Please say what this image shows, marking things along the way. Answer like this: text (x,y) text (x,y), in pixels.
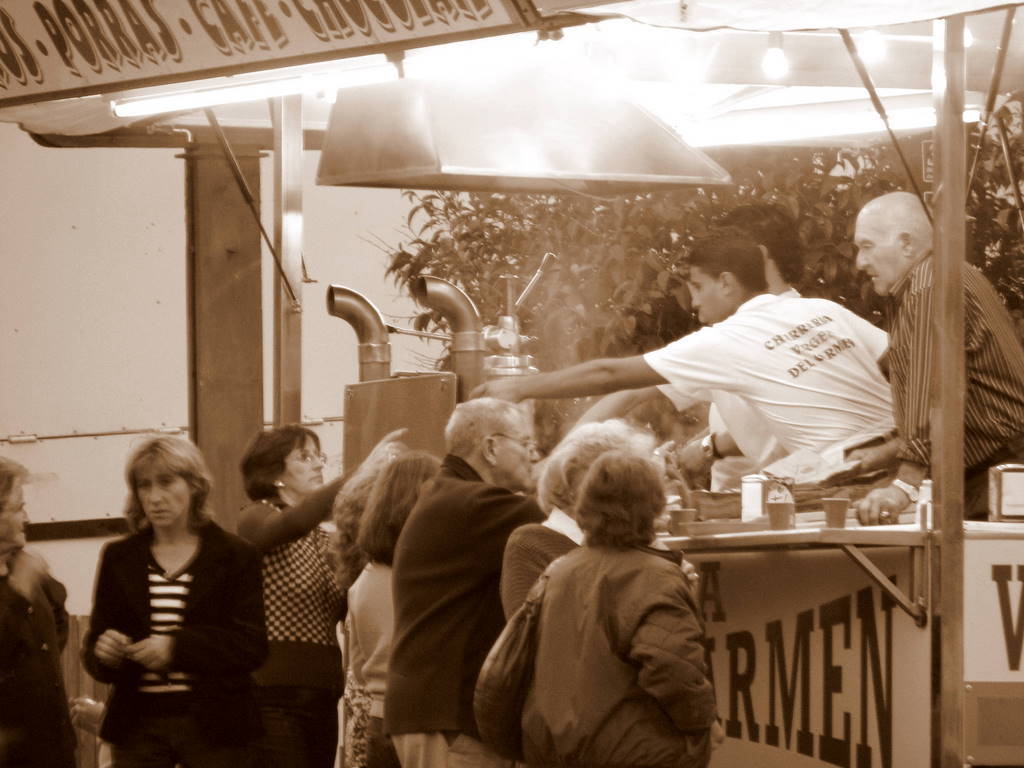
In the foreground of this image (281,617), on the bottom (250,623), there are persons (492,633) standing near a stall (871,640) in which there are three men (734,350) standing. On the desk (822,522), there are few glasses (838,522). On the top (50,68), there is a board (313,25) and lights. In the background (440,367), it seems like boilers (468,351), trees (613,217) and the wall (120,258).
